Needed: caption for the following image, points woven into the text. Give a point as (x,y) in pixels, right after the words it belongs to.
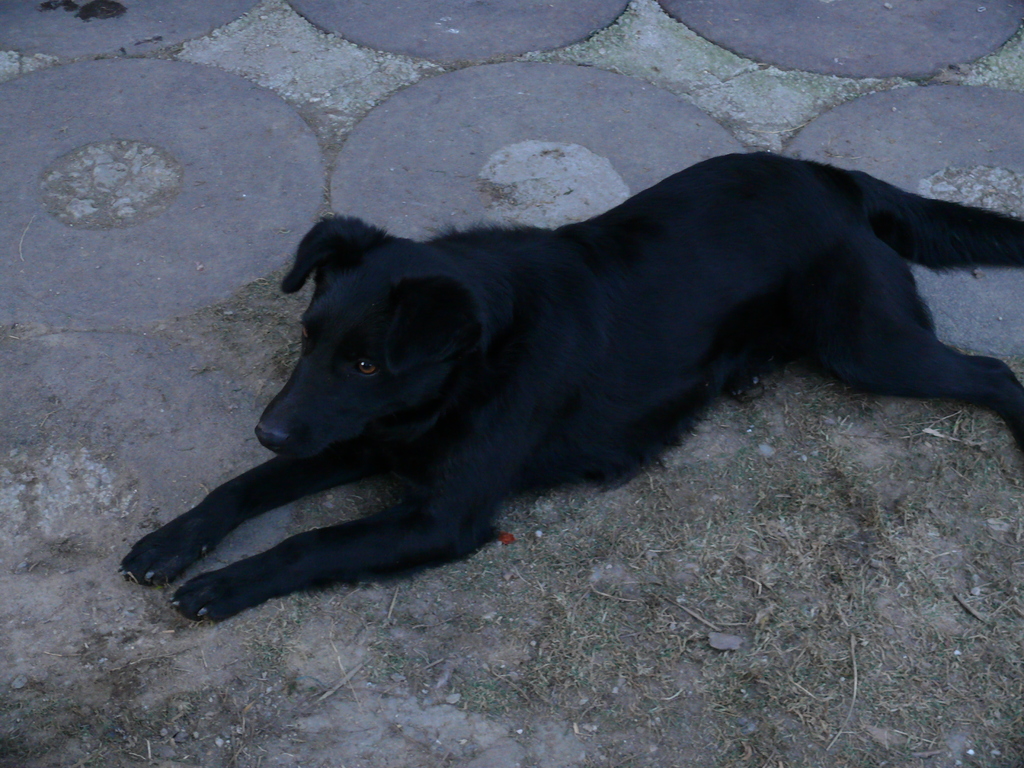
In this image there is a dog (674,357) lying on the ground (75,557).
